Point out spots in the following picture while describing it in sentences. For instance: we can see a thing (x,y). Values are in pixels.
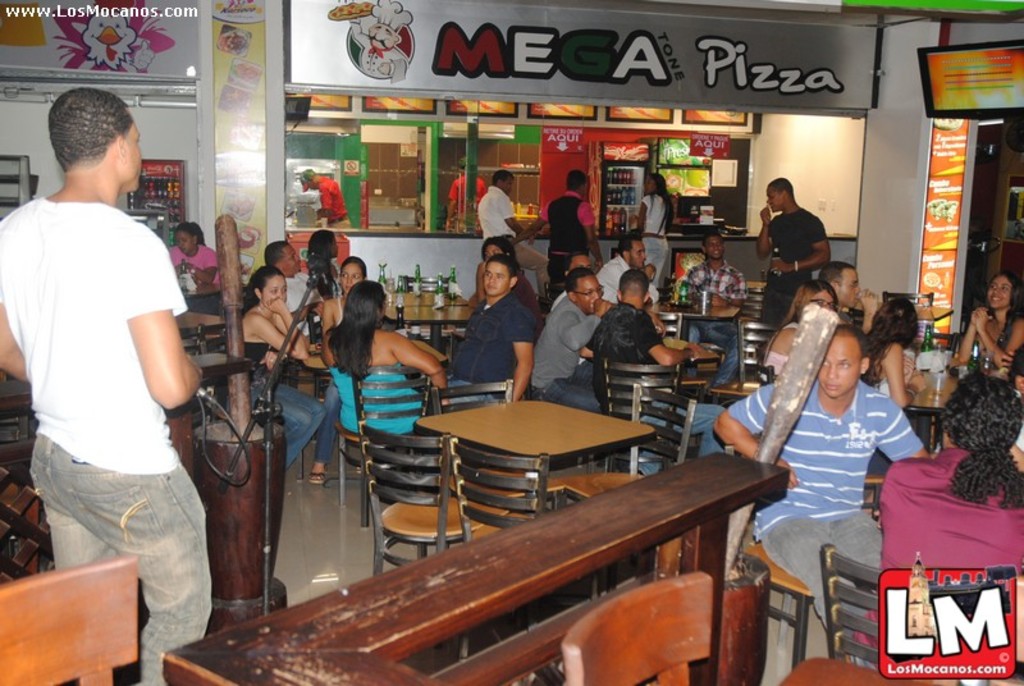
In this picture most of the persons (603,364) are sitting on chairs (750,348), in-front of them there are tables (602,422), on this table (424,317) there are bottles (436,277) and few persons (662,201) are standing. This fridge (624,210) is filled with bottles (622,199). A board (248,83) is attached to the pillar (264,240). In-front of this man (130,482) there is a mic stand (267,409).
